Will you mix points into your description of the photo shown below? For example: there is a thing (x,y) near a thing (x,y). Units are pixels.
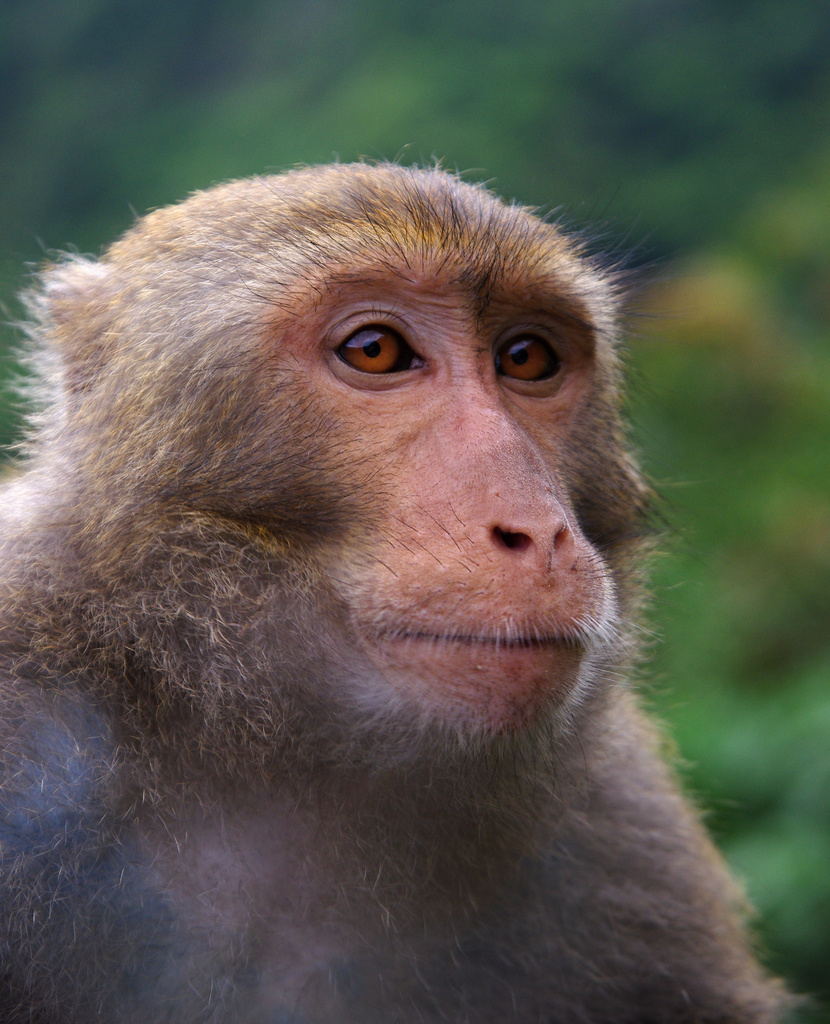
In the foreground of the image (353,398) there is a monkey (562,535). The background of the image (50,31) is blur.
